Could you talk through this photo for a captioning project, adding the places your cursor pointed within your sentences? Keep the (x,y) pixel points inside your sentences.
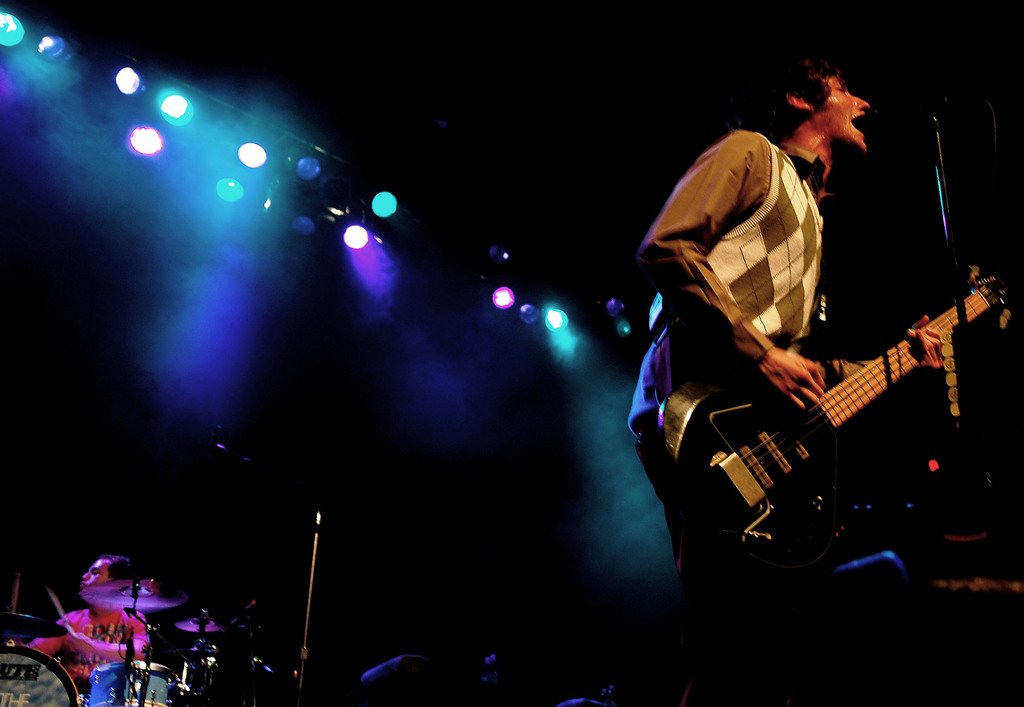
In this image there is a man (749,246) standing. He is playing a guitar (824,422). To the left (78,609) there is a man (71,645) sitting and playing drums (113,663). The background (475,432) is dark. At the top (159,139) there are spotlights (147,144).
